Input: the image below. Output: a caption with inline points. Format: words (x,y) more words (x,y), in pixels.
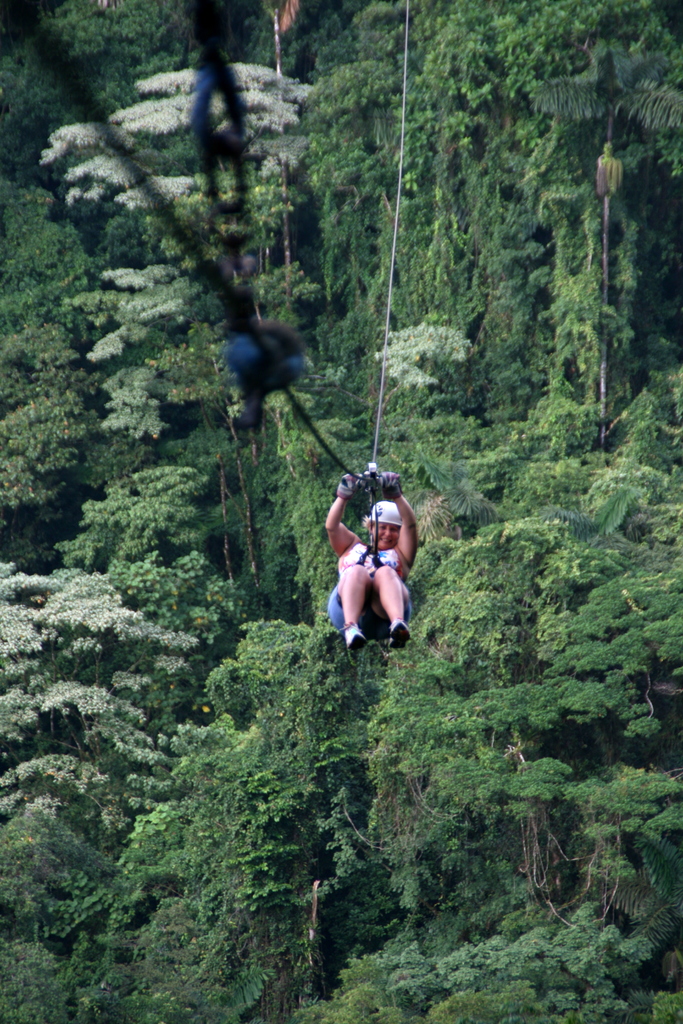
In this image I can see a rope (356,476) and a person (344,553) wearing white and blue colored dress (353,553) and white color helmet (388,520) is hanging to the rope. In the background (460,583) I can see few trees (434,589) which are green in color.
